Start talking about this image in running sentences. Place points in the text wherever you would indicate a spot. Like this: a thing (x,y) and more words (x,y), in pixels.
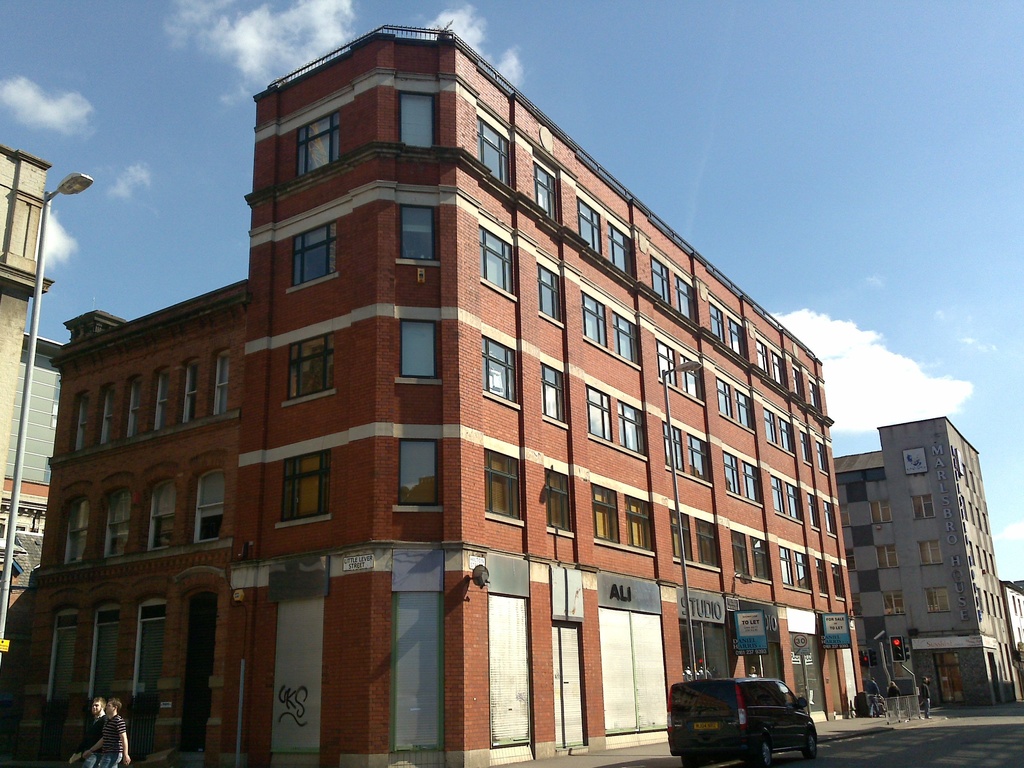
In this picture, we can see two people (105,717) are walking on the path (664,751) and a vehicle (703,737) on the road (793,756) and on the path (823,725) there are poles (885,664) with light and traffic signals (902,652). Behind the vehicle (724,708), there are buildings (601,479) and sky (206,135).
